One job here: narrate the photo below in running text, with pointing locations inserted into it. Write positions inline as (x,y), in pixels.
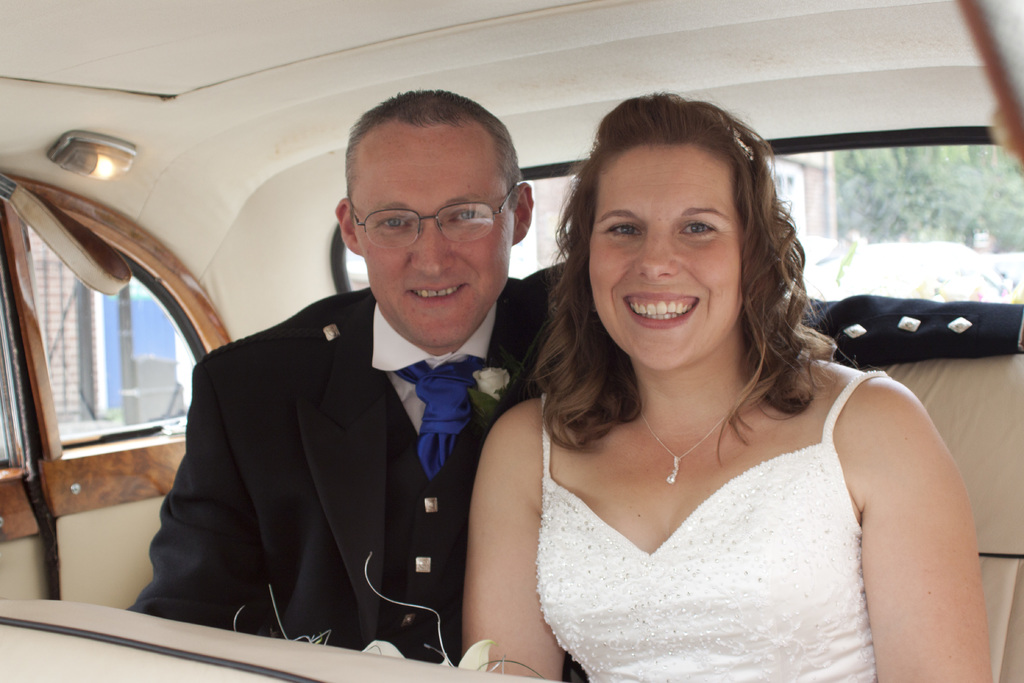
In this picture inside of the vehicle (634,94). These two persons (858,604) sitting on the seat (1020,489). This is glass window (94,374). This is light (71,143). From this glass (924,224) we can see trees (893,165).
